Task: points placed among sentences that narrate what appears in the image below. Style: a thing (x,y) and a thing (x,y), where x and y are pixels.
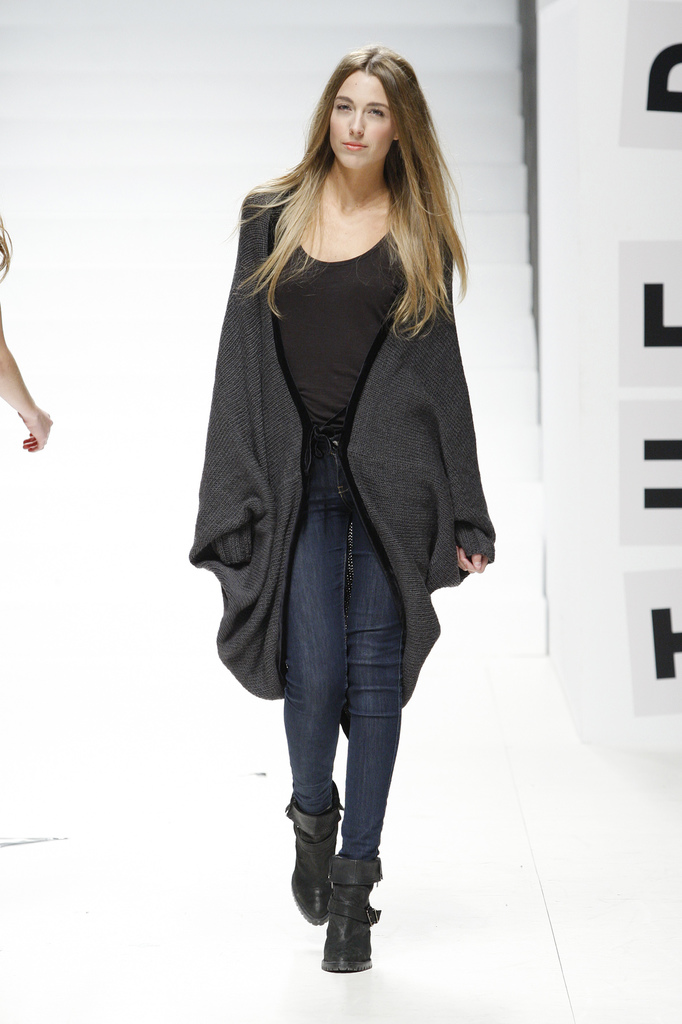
In the center of the picture (419,466) there is a woman (407,301) in grey cardigan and jeans (328,601) walking on a ramp (196,1019). On the right (656,643) there is text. On the left (11,396) there is a person's hand (30,427) and hair (3,230). In the background (177,87) it is white.
